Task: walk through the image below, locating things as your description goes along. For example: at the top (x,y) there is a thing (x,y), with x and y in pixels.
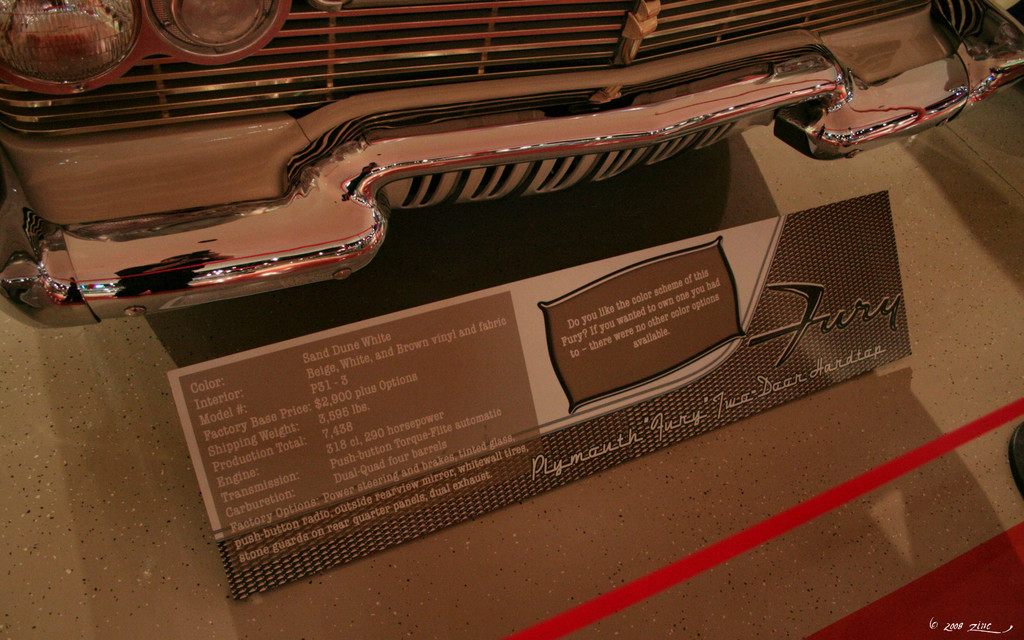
In this image, we can see a car (32,62) and there is a specification board (547,305) of the car (40,211) on the ground (591,530), we can see a ribbon (803,520).
